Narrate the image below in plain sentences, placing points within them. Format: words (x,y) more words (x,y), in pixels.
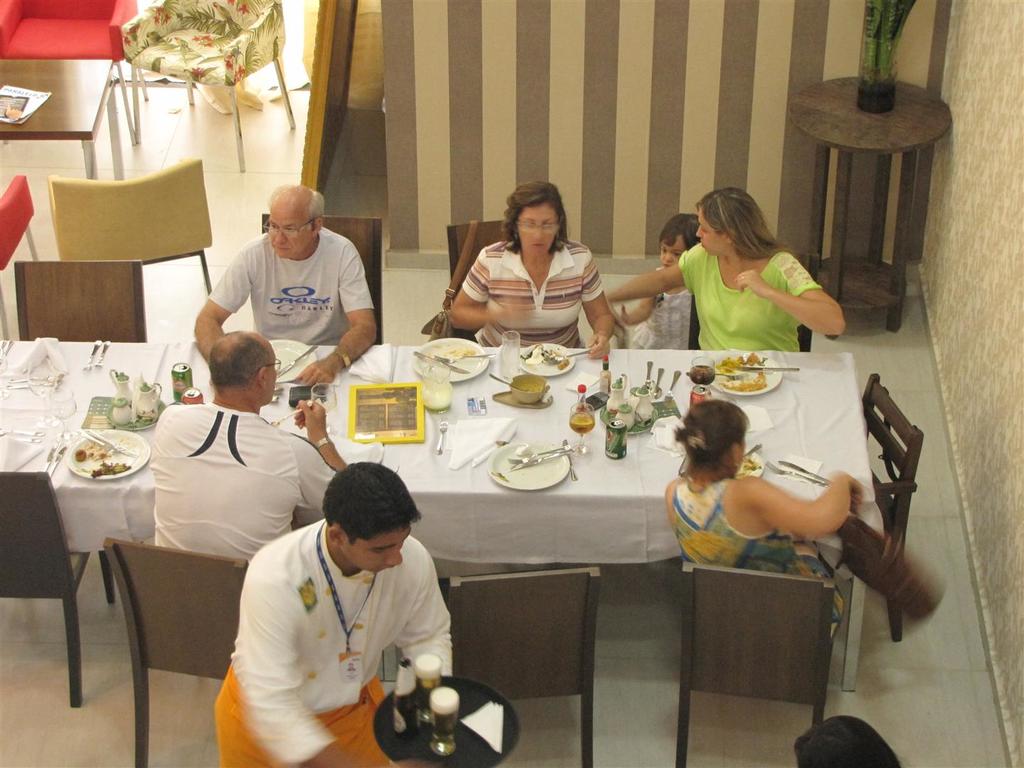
These people (170,505) are sitting on chairs (455,633) and this man (265,726) standing and holding tray (458,737) with bottle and objects (429,668). We can see glasses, bottles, plates (526,475), food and some objects (179,372) on table (464,389). Background (6,116) we can see chairs (192,210), paper (22,110) and plant (874,72) on tables (20,136) and we can see floor (22,711).
